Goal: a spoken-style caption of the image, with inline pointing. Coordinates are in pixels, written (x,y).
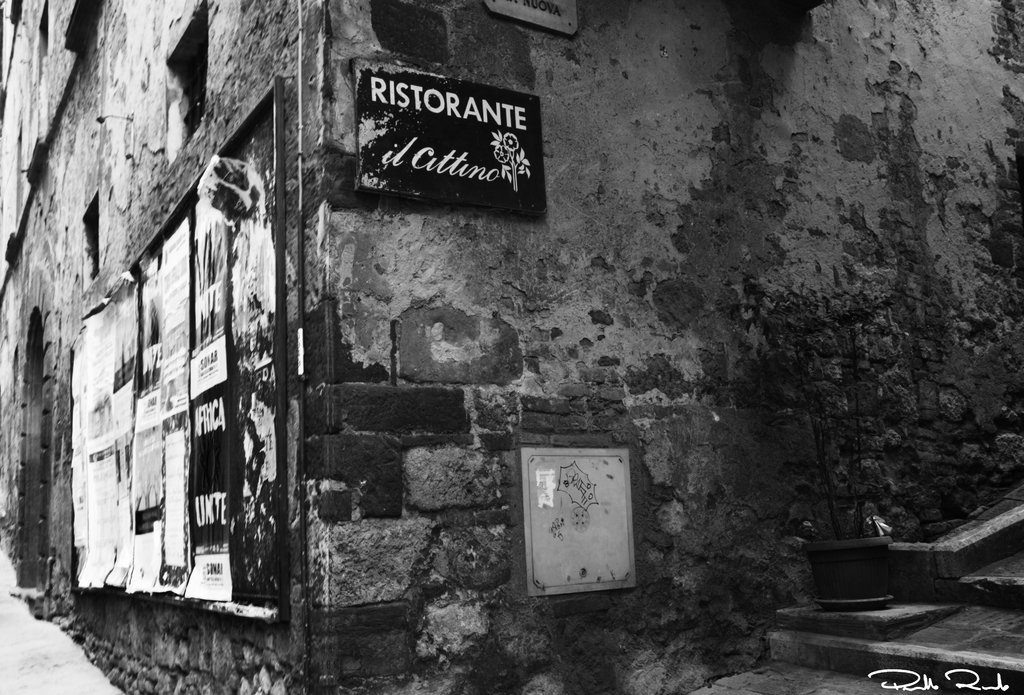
This is a black and white image. In this image we can see a building (244,92). On the building (228,123) there is a board (195,218) with posters (139,446). On the right side (845,558) there is a pot (832,566) with a plant (820,432). On the wall (616,202) there are posters (179,338). And there is a watermark (920,679) in the right bottom corner (928,677).
